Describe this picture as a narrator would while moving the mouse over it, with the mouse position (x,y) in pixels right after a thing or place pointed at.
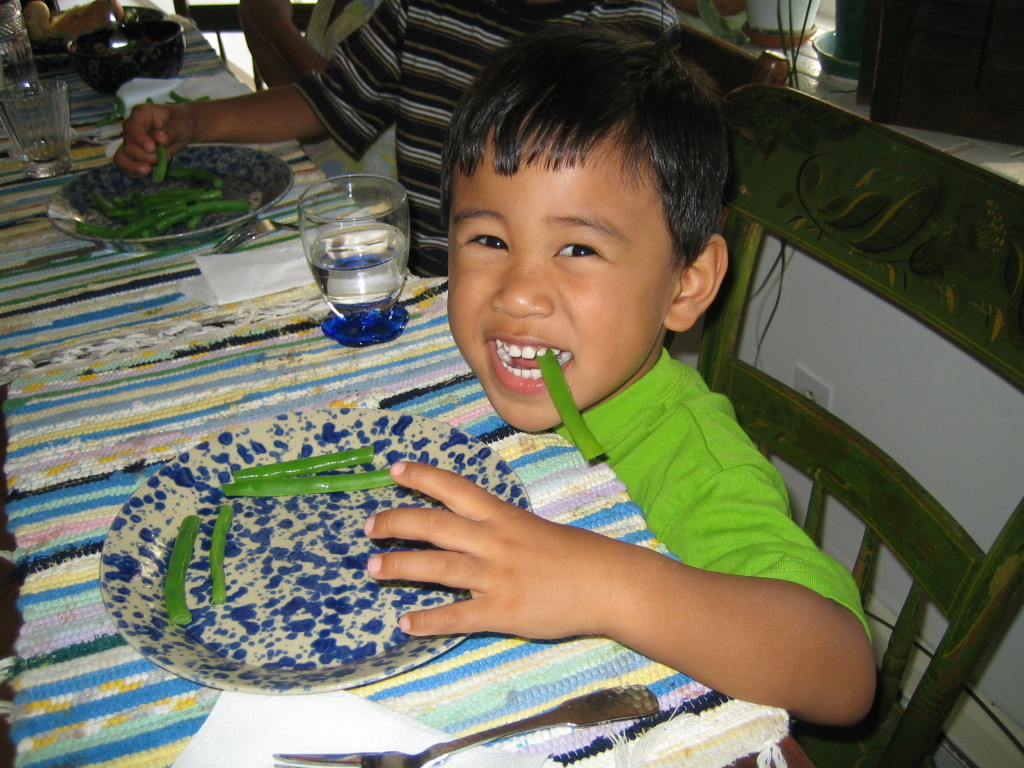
In this picture we can observe a boy (496,205) sitting in the chair (916,559), wearing green color shirt (707,492). In front of him there is a table (53,568) on which we can observe a table mat (285,388), plate (204,504) and a glass (347,283) with some water (347,283) in it. We can observe tissues (220,288) on the table (108,386). Beside the boy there are two persons (311,101) sitting in the chairs (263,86). We can observe a bowl (102,64) on the table (103,145), in the background (168,63).
